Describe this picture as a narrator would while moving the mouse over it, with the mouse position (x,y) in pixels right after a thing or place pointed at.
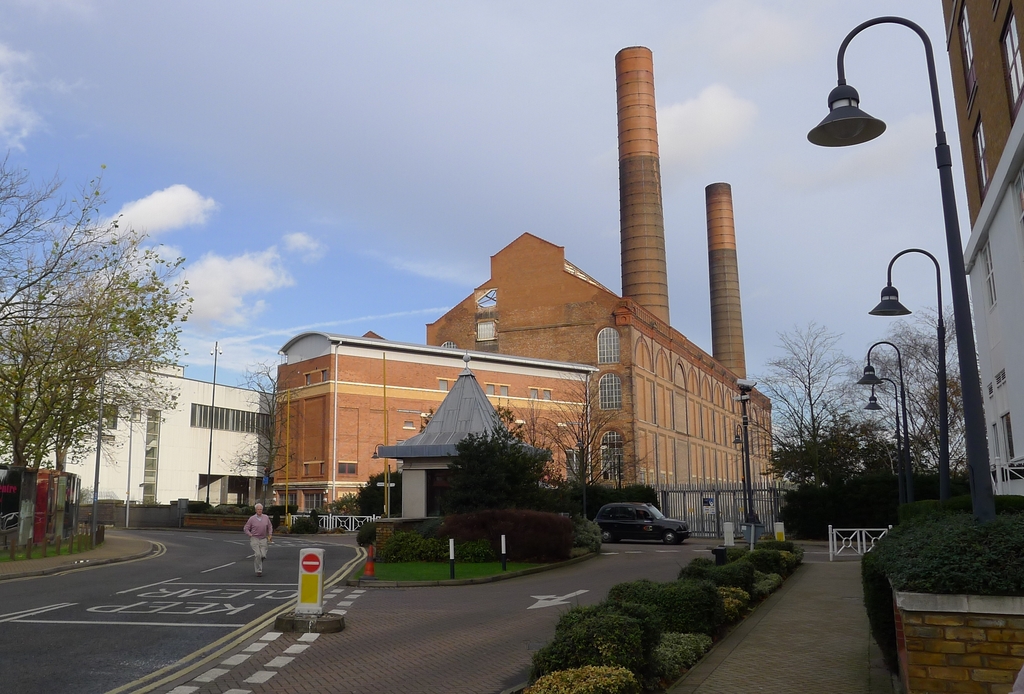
In this image we can see a person (258,529) on the road (242,572). Image also consists of buildings (483,334), smoke towers (731,252) and also trees (779,441) and light poles (979,472). We can also see shrubs (720,611) in this image. There is also vehicle (657,526) passing on the road (657,545). At the top (339,112) there is sky (254,139) with some clouds (226,263).
